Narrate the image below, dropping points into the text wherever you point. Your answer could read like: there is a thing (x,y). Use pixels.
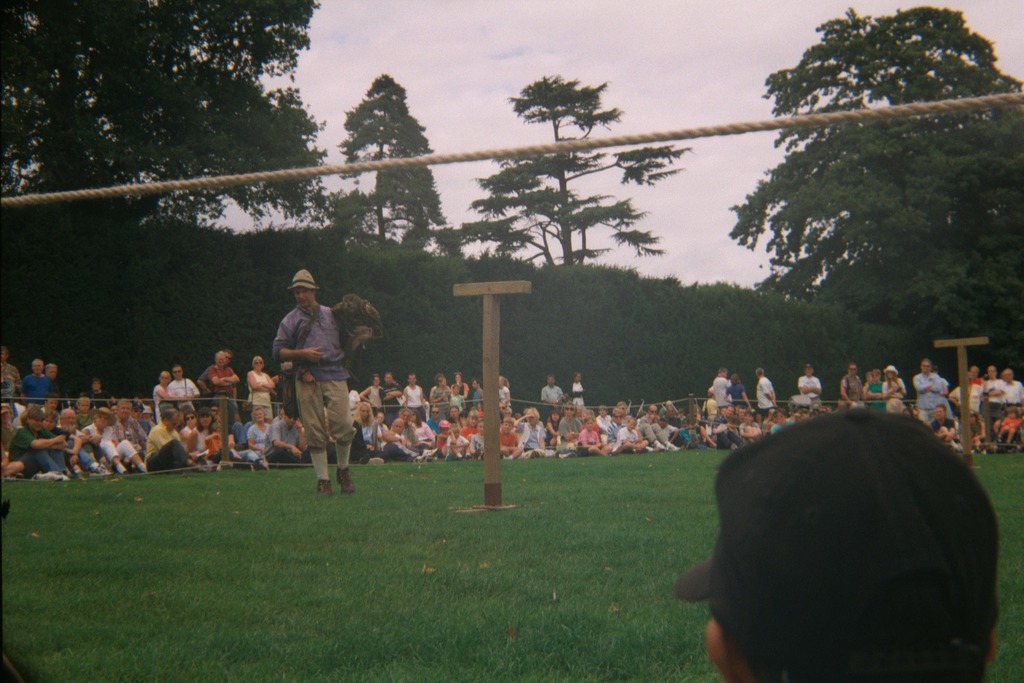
In this picture there is a man (315,315) who is holding a bird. He is standing on the ground (511,489), beside that there is a wooden pole (495,437). At the bottom (495,584) we can see grass (440,590). In back (751,428) side we can see the group of persons (557,448) were standing and sitting. In the background (1008,425) we can see the group of persons (976,419) were watching this show. In the background (423,268) we can see the plants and trees (830,50). At the top (617,21) we can see sky (606,24) and clouds (504,32).
